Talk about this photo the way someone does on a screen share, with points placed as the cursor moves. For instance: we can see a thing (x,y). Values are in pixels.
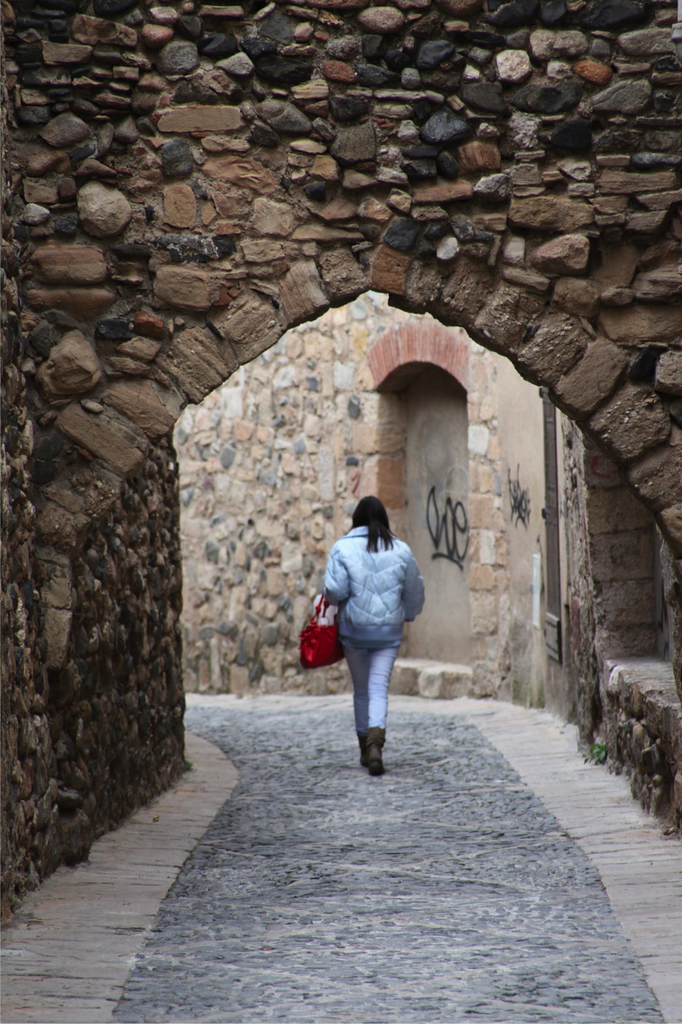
In the middle (366,540) a person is walking at the top (413,226) it is a stone wall (359,260).
